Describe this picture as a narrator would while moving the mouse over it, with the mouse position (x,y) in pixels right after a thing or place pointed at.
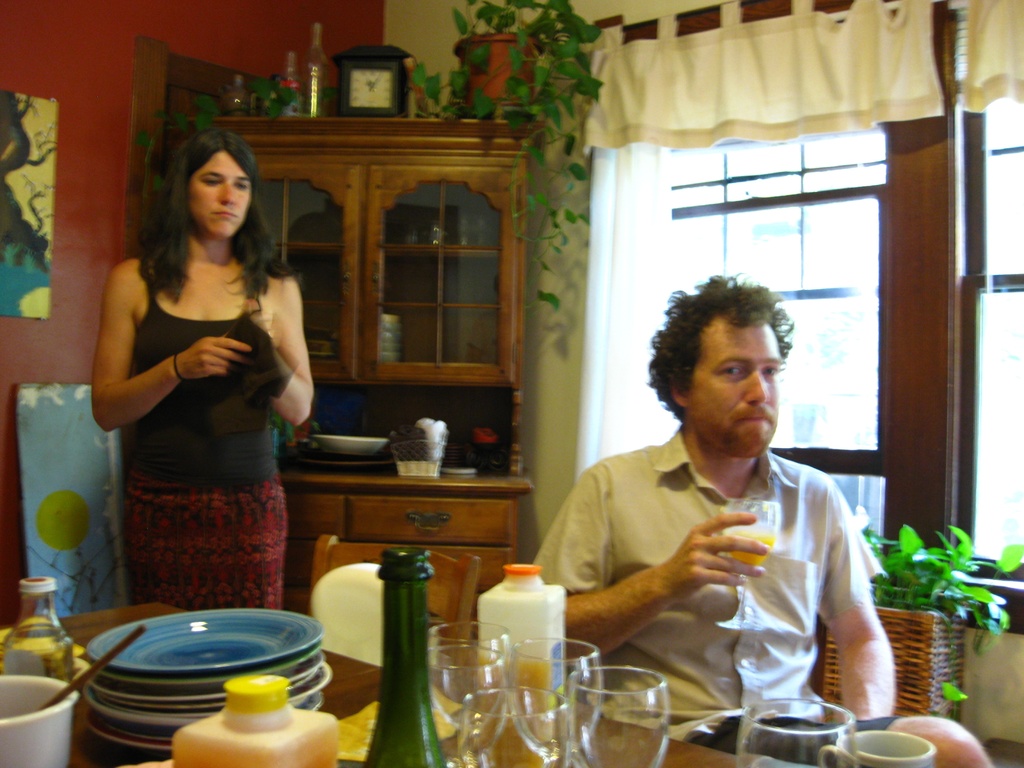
On the left (171,412) a woman (204,509) is standing and on the right (767,597) a man (771,605) is sitting on the chair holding glass (743,534) in his hand (749,544). On the table (79,703) there are plates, cup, bottle (386,682), glasses (494,640). In the background (429,282) there is a big cabinet (385,197), clock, house plant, curtain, window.
